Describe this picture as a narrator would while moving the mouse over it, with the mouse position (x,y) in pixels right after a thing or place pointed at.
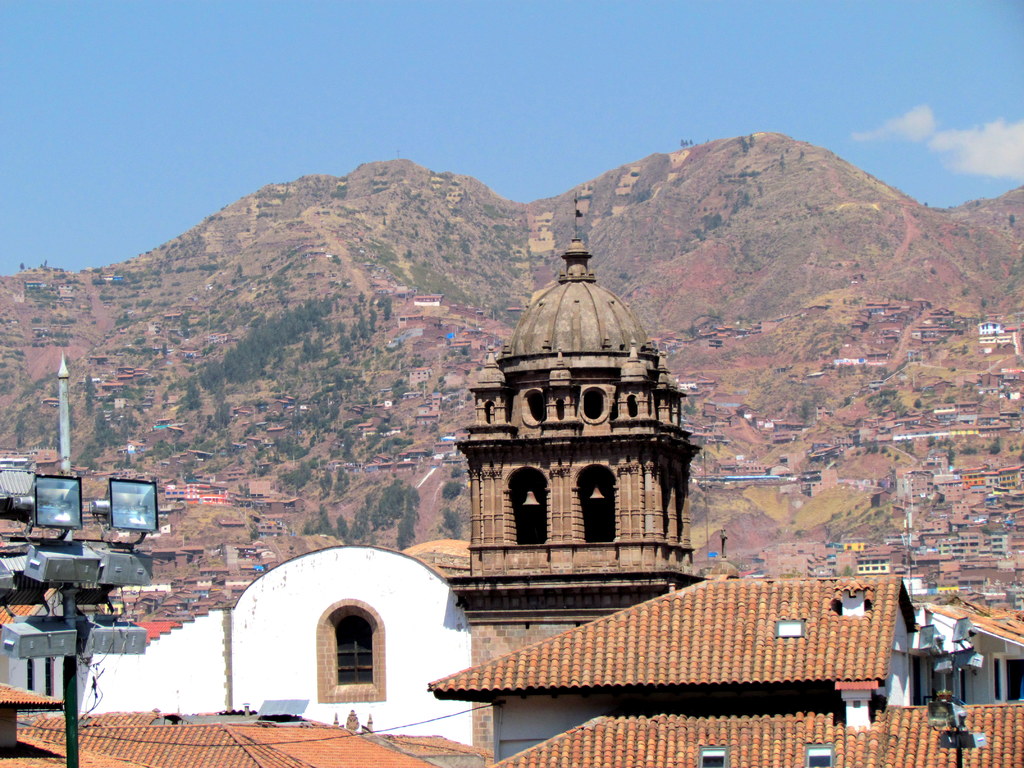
In the image there are building (510,672) in the front (330,690) with a street light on the left side (70,553) corner and at the background (152,457) there is hill (769,188) with trees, homes (390,431) all over the place and above its sky (741,95) with clouds (921,113).
